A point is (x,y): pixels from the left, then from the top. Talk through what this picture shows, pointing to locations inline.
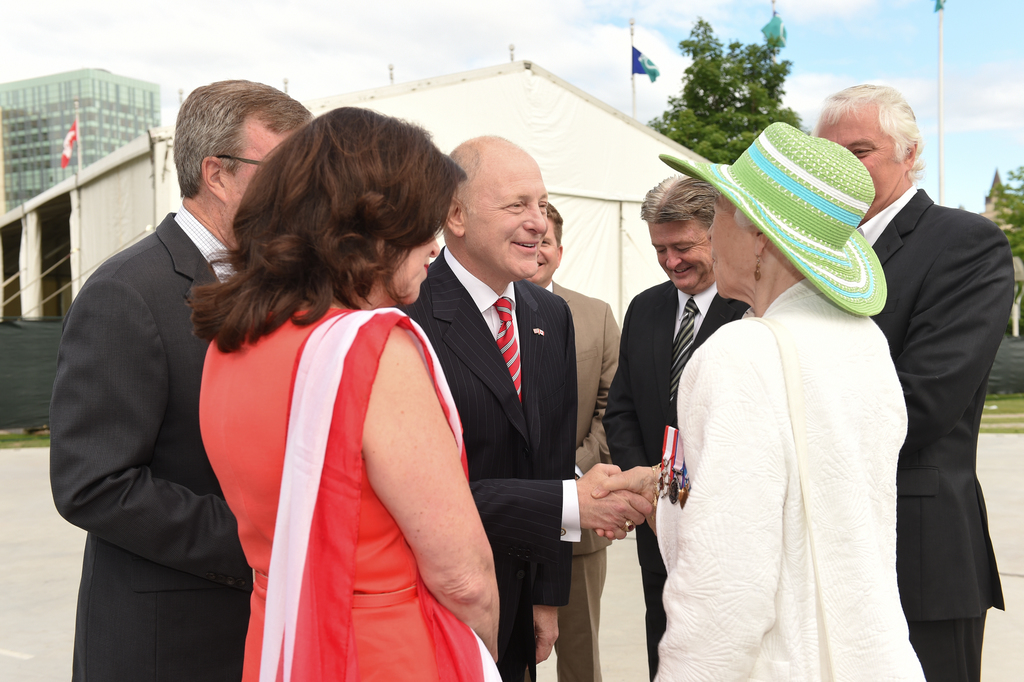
In this picture I can see few people (559,306) standing, a man (550,360) and a woman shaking their hands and I can see a building (12,130) and looks like a tent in the back (66,140) and few flags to the poles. I can see couple of trees (751,126) and a blue cloudy sky (627,14).
